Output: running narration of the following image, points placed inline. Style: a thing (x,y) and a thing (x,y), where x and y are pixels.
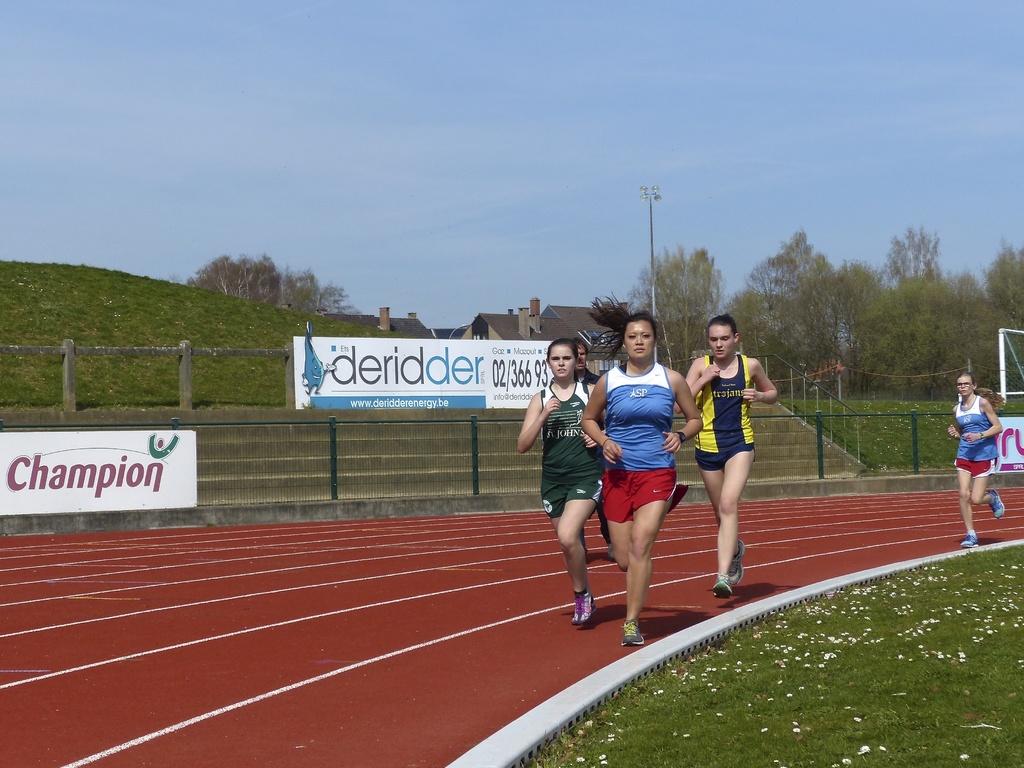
In this image there are group of girls (562,495) running on the runway (392,557), beside them there is a fence (257,426) with banners (53,448) and also there is a building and trees (1019,261), small mountain (174,286) with grass (129,319).
